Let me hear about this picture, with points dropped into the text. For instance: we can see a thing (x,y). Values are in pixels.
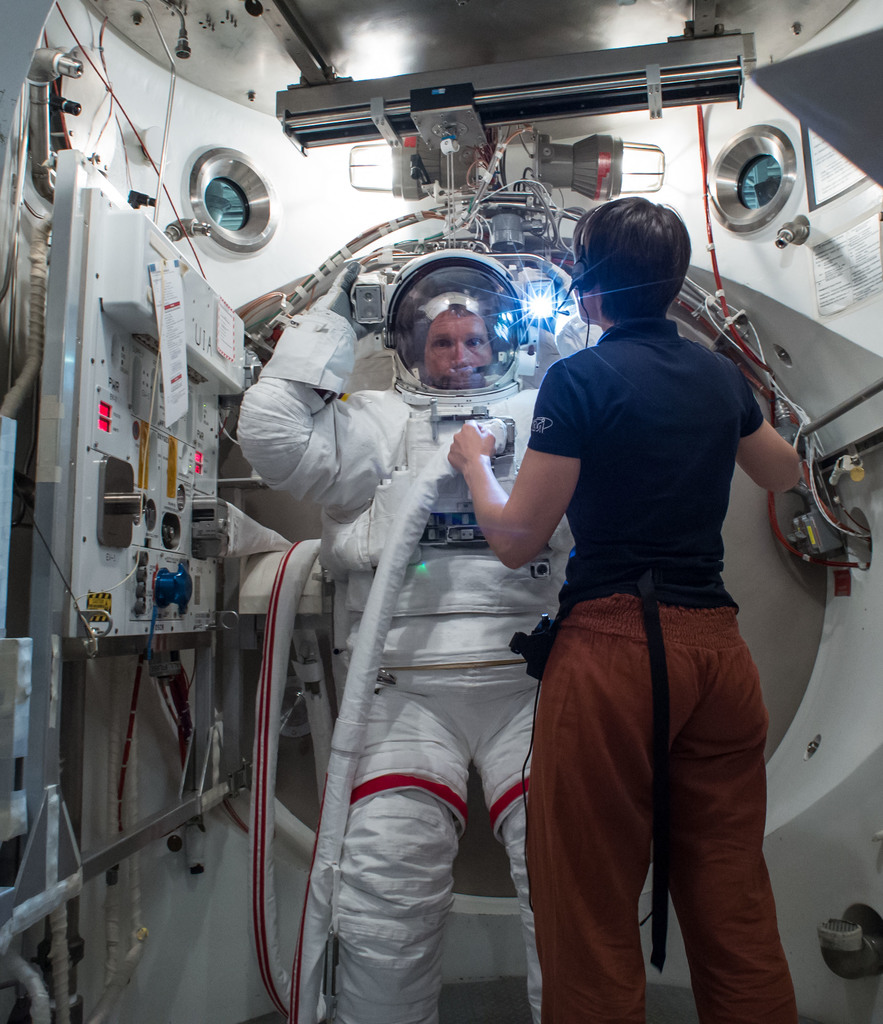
In this image we can see two people (520,746). One person (571,670) is wearing black T-shirt (653,473) and brown pant (629,781) And the other person (454,551) is wearing astronauts dress (415,834). In the background (222,475), we can see a big machine (783,791).
